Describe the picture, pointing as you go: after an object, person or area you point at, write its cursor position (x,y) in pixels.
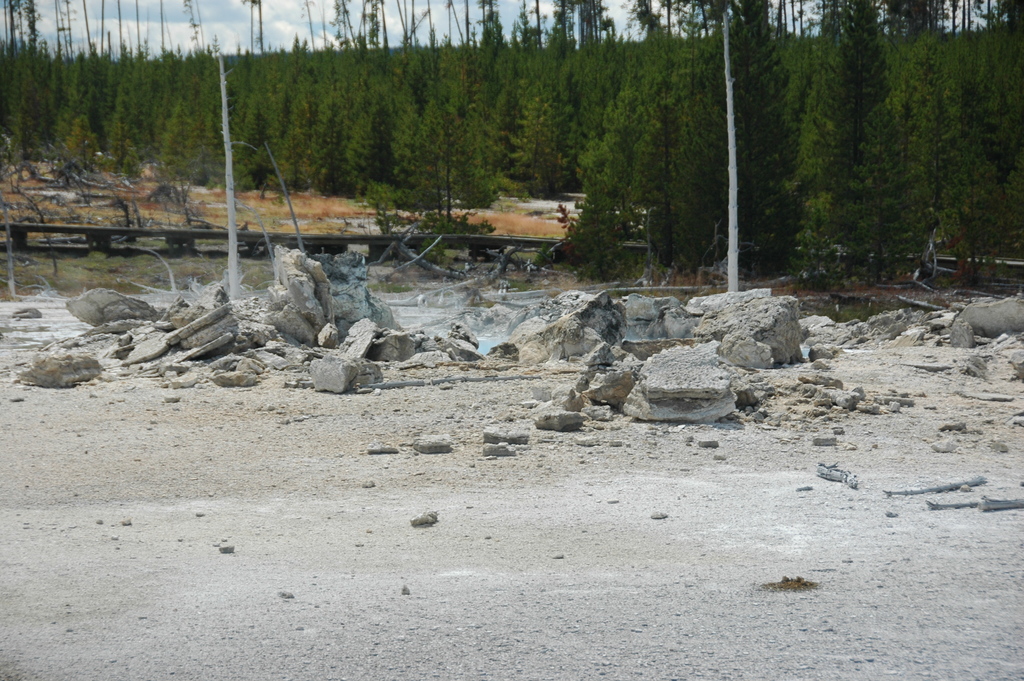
It is an open area (196,257), there are plenty of rocks (279,293) and behind the rocks (341,280) there are two poles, next to the poles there are plenty of trees (403,122).
